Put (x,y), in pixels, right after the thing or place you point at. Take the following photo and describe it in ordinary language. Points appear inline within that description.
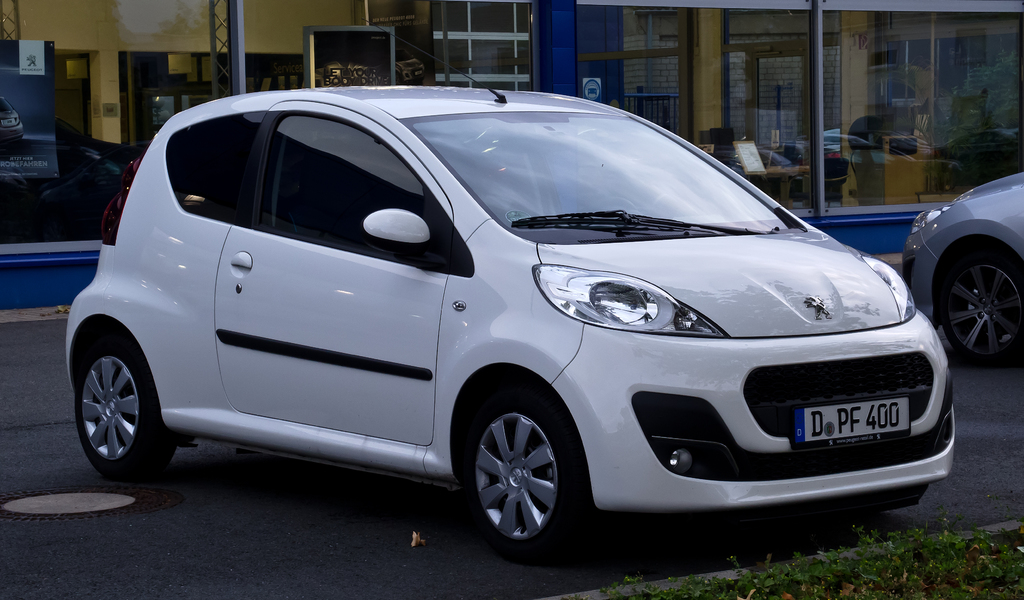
In this picture we can see vehicles (228,385) and grass (867,564) on the road (789,557) and in the background (1022,99) we can see a wall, poster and some objects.
